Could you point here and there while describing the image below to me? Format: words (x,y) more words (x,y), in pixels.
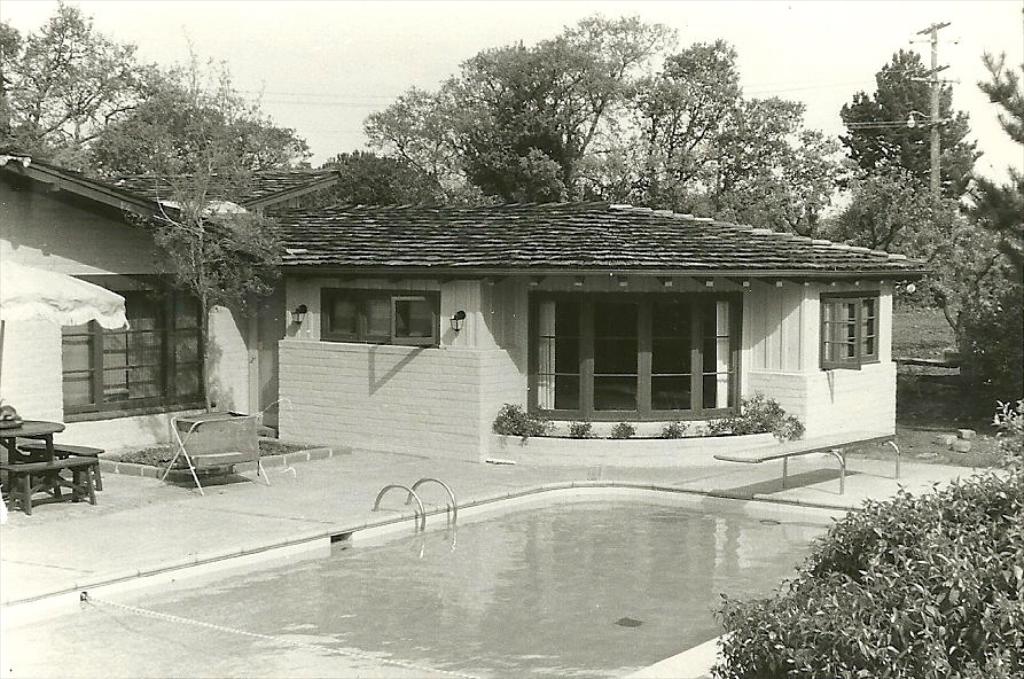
In this image there is a house (304,342). In front of the house (78,404) there are tables (21,425) and chairs (91,451). At the bottom (280,623) there is a swimming pool (474,612). In the bottom right (858,552) there are plants (878,599). Behind the house (81,422) there are trees (685,176) and poles (937,127). At the top (474,54) there is the sky (322,50).
